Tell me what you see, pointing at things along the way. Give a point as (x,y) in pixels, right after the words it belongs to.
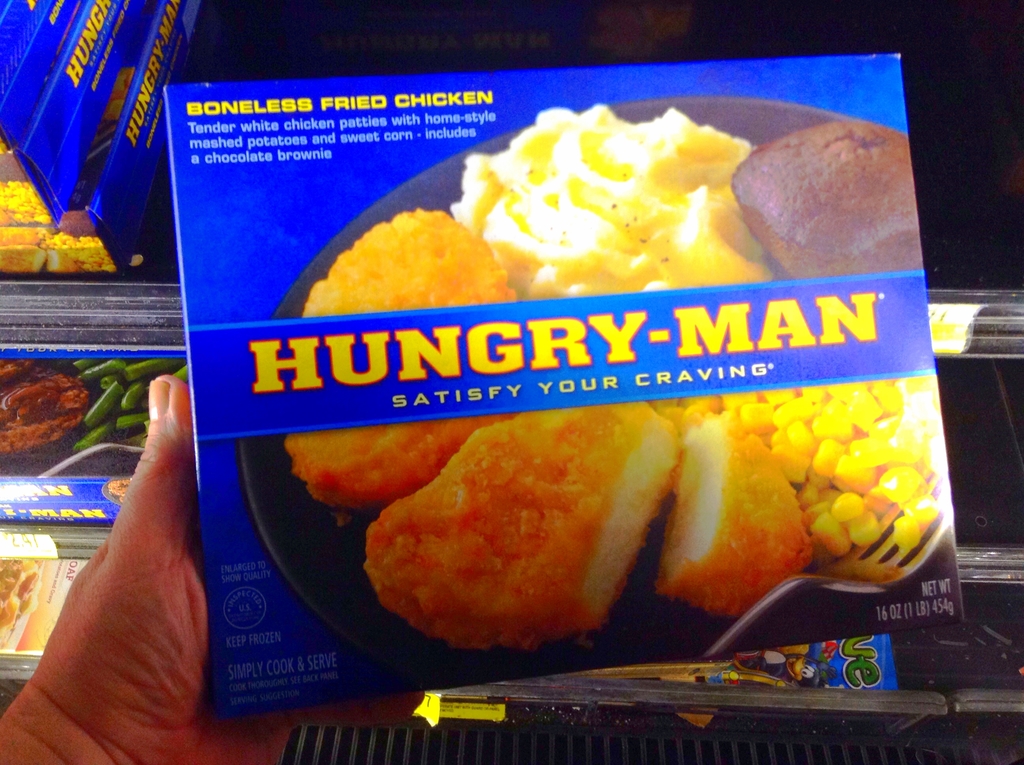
In this image we can see a person's hand (147,625) holding the carton (777,518). In the background (72,478) there are different types of cartons (59,356) arranged in the shelves (49,312).
